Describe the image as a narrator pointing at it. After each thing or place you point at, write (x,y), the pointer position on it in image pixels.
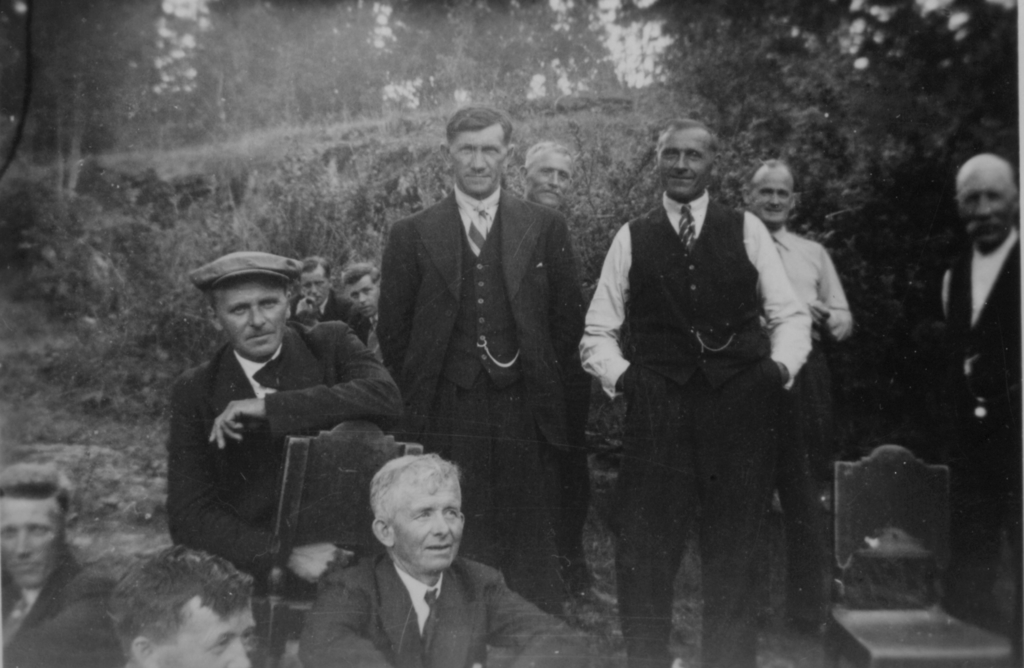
In this image I can see few people (523,496) standing and few people (222,395) sitting on chairs (982,628). Back I can see few trees (847,135). The image is in black and white.
